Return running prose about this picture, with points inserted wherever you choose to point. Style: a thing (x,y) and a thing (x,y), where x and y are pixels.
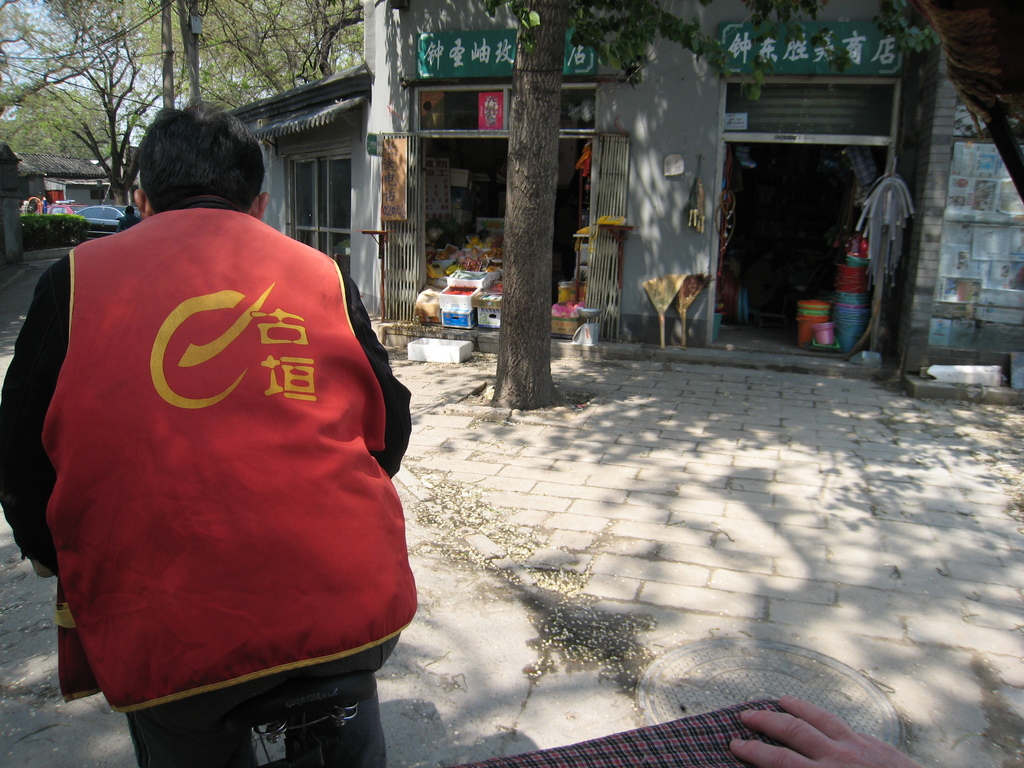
In this image in the front (244,576) there is a man (227,619) riding a bicycle (271,693). In the background (342,160) there are trees (104,113), there are buildings (484,192) and on the right side of the wall (971,250) there are posters (992,249). On the left side (114,226) in the background (116,212) there is a car (100,222) and in the center (431,276) there are objects (473,242) inside the shop (636,262).
